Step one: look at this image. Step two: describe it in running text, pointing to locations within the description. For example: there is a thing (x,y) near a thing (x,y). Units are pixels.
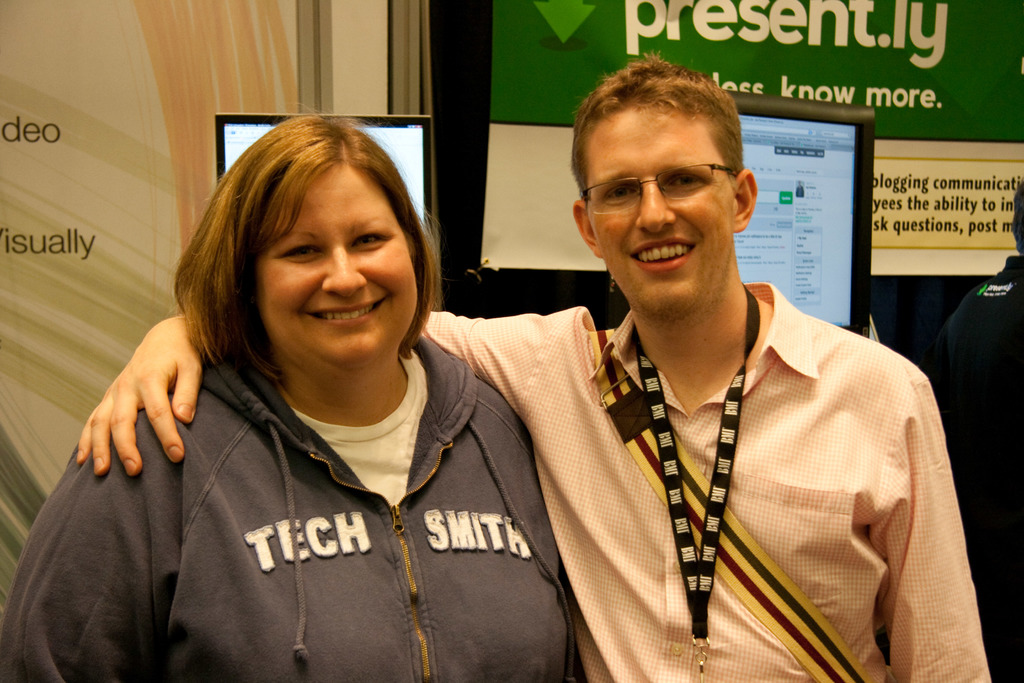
2 people (581,521) are present. The person (648,522) at the right (685,396) is wearing spectacles (678,190) and an id card (712,563). There are screens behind them.
